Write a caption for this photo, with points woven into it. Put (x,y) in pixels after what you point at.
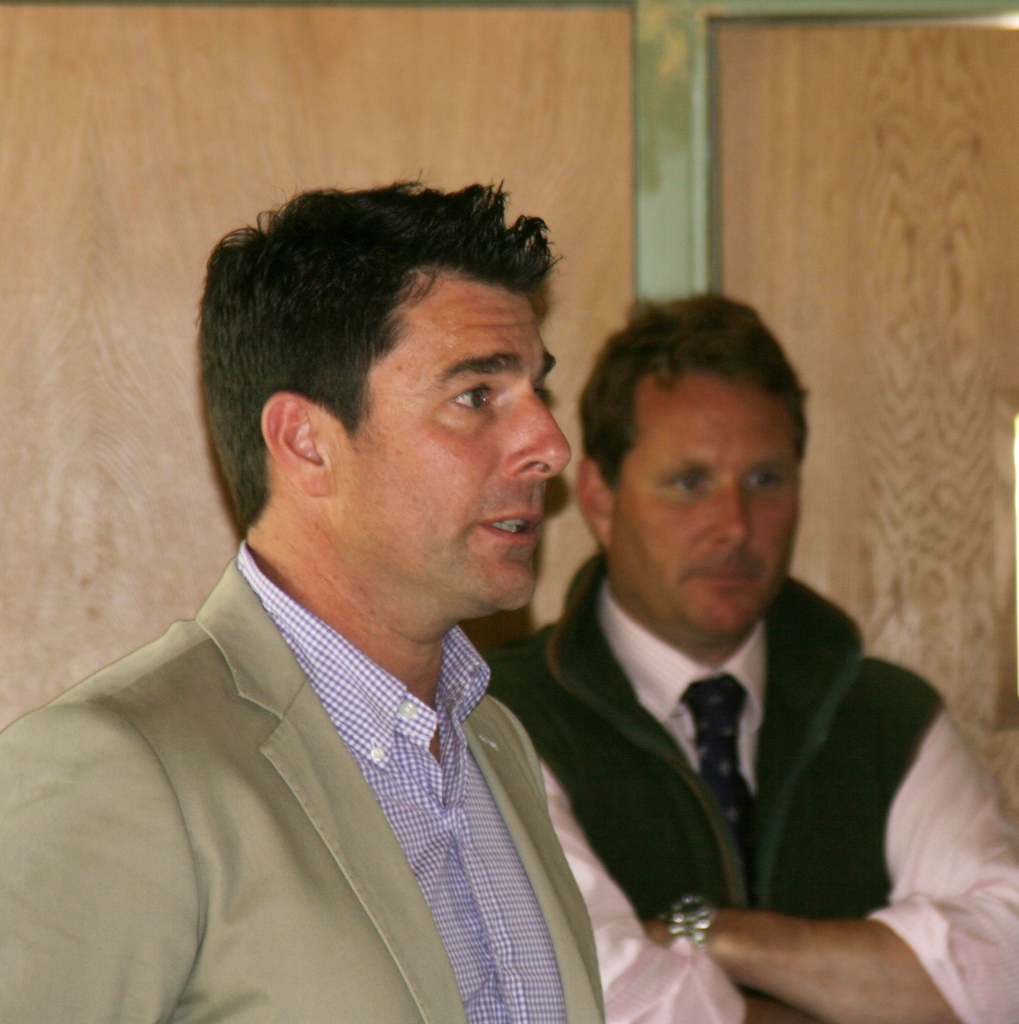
In this picture we can see there are two people (371,745) standing and behind the people (255,652) there is a wooden wall (260,181) and on the wall (582,137) it looks like an iron object (652,129).
